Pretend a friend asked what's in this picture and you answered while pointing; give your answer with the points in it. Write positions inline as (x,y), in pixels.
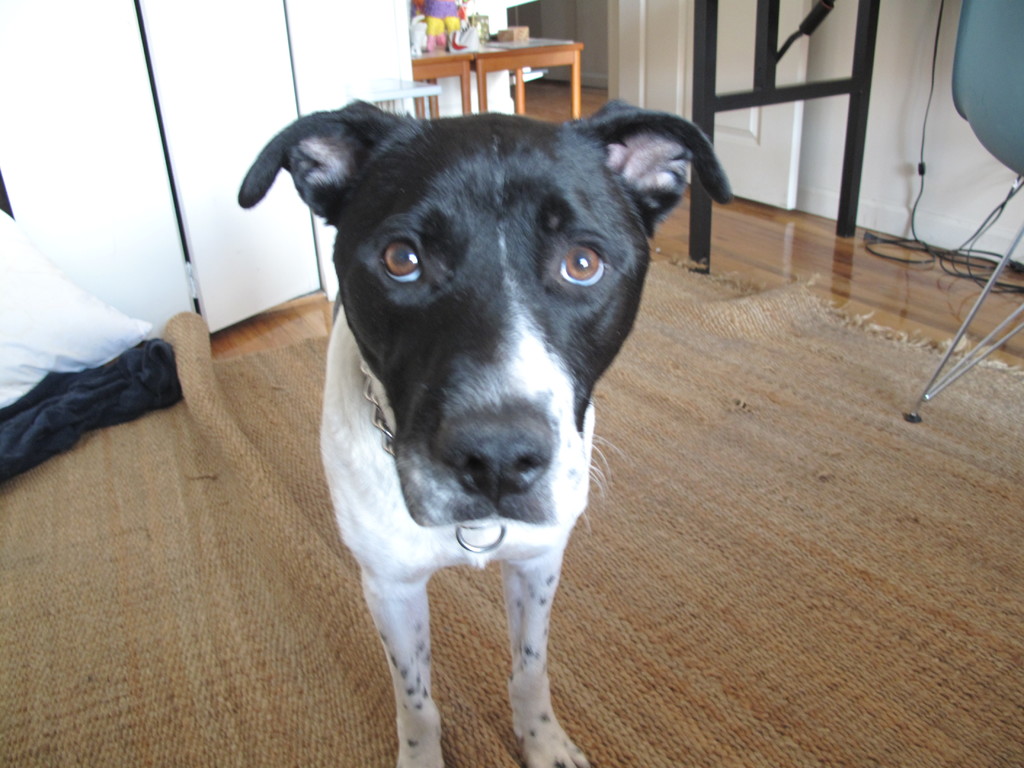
This image is taken inside a room (397,180). At the bottom of the image (697,664) there is a floor (1017,341) with mat (663,498). At the background (29,126) there is a cupboard (255,51), wall (402,13) and a door (643,73). In the middle of the image (589,313) there is a dog (349,378).
